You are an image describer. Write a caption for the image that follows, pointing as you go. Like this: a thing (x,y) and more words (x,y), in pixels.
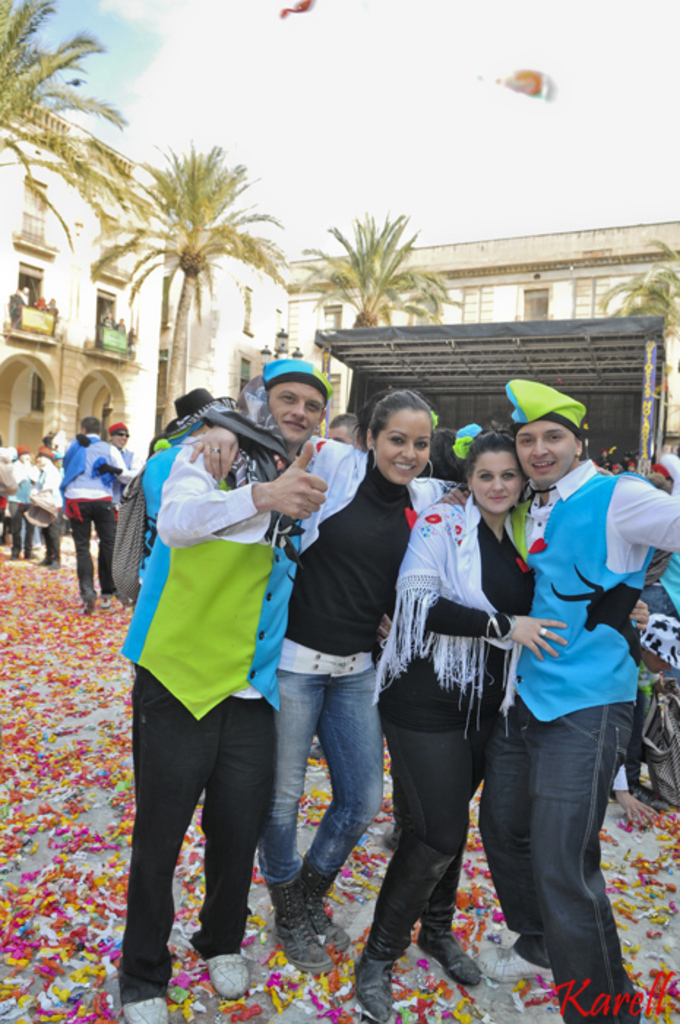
In this image there are many people (413,462) standing on the ground (64,560). In the foreground (478,539) there are four people (368,531) standing. They are holding each other and they are smiling. There are papers (74,813) on the ground (268,980). Behind them there are buildings (271,301). In front of the buildings (588,298) there are trees (227,178). To the right (495,365) there is a shed (468,371) behind them. At the top (360,80) there is the sky (306,72). In the bottom right (599,1014) there is text (609,1011) on the image.
